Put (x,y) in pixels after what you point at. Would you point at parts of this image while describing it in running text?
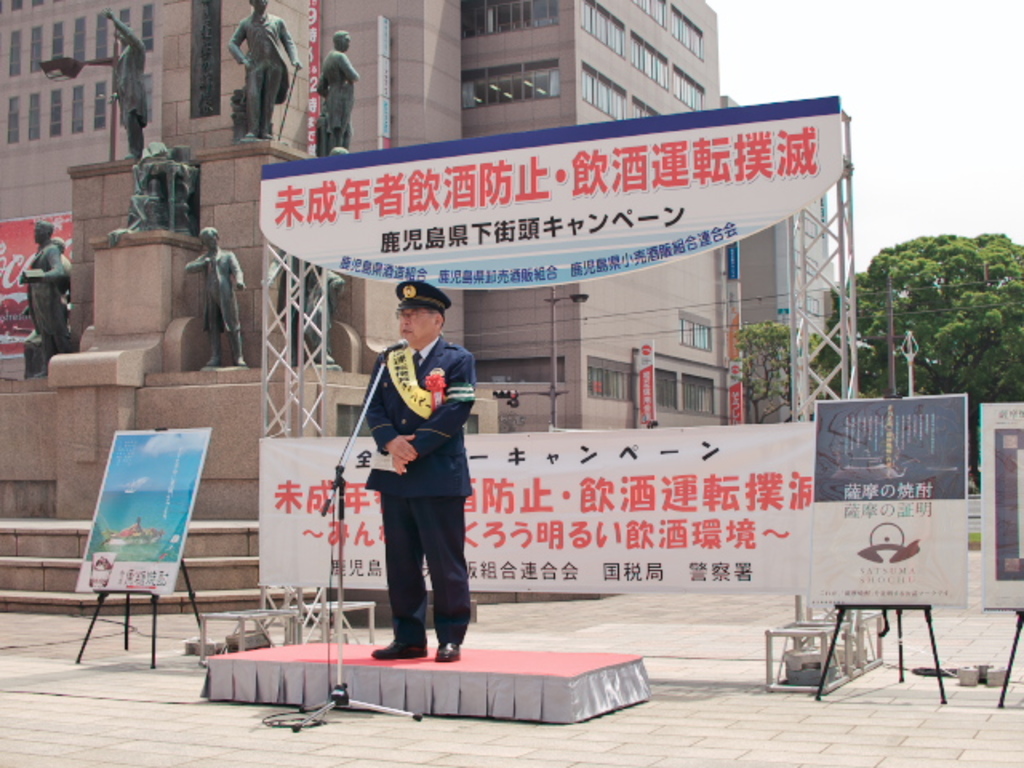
In this image, we can see a person (450,642) standing on an object (404,681). We can see some statues (328,112). We can see the ground (107,728) with some objects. We can also see some boards (878,488) with text (761,502) and images (885,482). We can see some buildings (664,297), poles (891,353), wires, trees (952,314). We can see some stairs (66,531) and the sky (973,132).
